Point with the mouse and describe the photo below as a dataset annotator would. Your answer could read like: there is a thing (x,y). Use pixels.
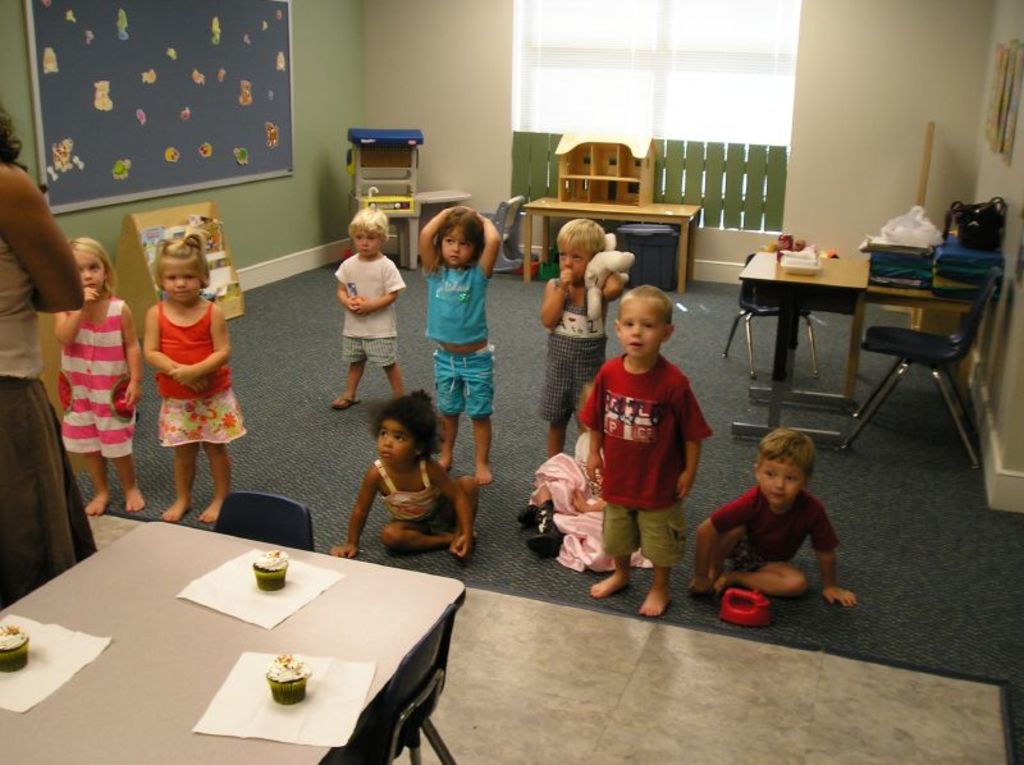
The image is taken in the room (528,121). In the center of the room (699,603) there are kids (669,433). On the left side (109,544) there is a table (309,655) and cupcakes (278,672) which are placed on the table (337,636). There are chairs (411,707). In the background (797,70) there is a board (149,70) and a wall (841,116).
